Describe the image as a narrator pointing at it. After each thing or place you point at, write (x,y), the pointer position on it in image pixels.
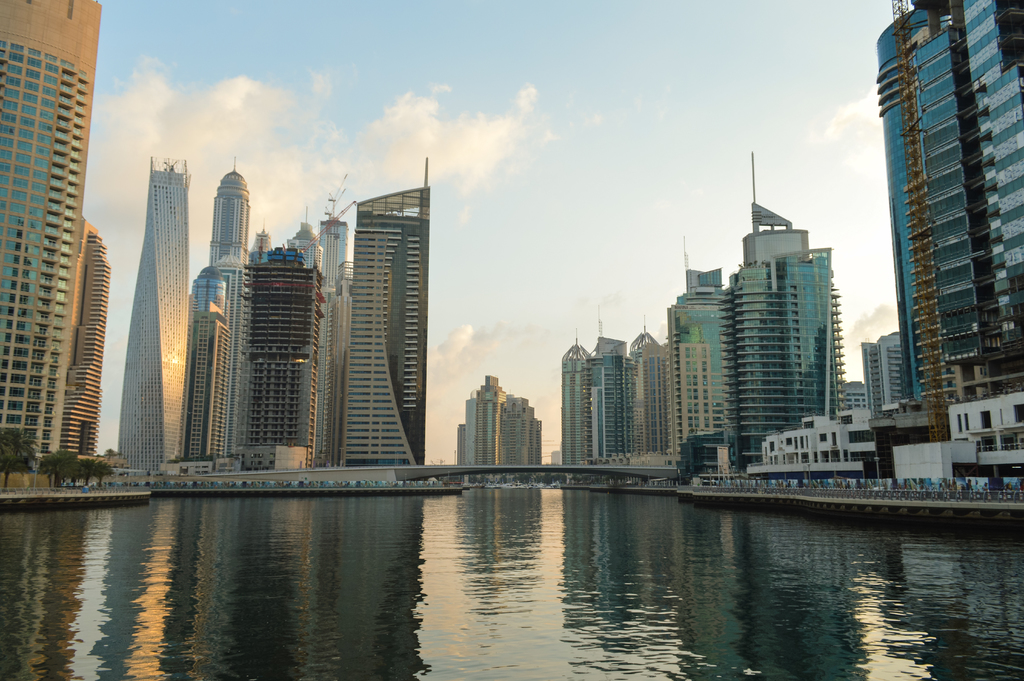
In this image I can see the lake (379,538) and I can see towers (969,386) and buildings (732,405) visible in the middle (679,386), at the top (481,115) I can see the sky (481,115) and I can see trees (56,463) visible in front of the tower (42,409) on the left side (18,453).
